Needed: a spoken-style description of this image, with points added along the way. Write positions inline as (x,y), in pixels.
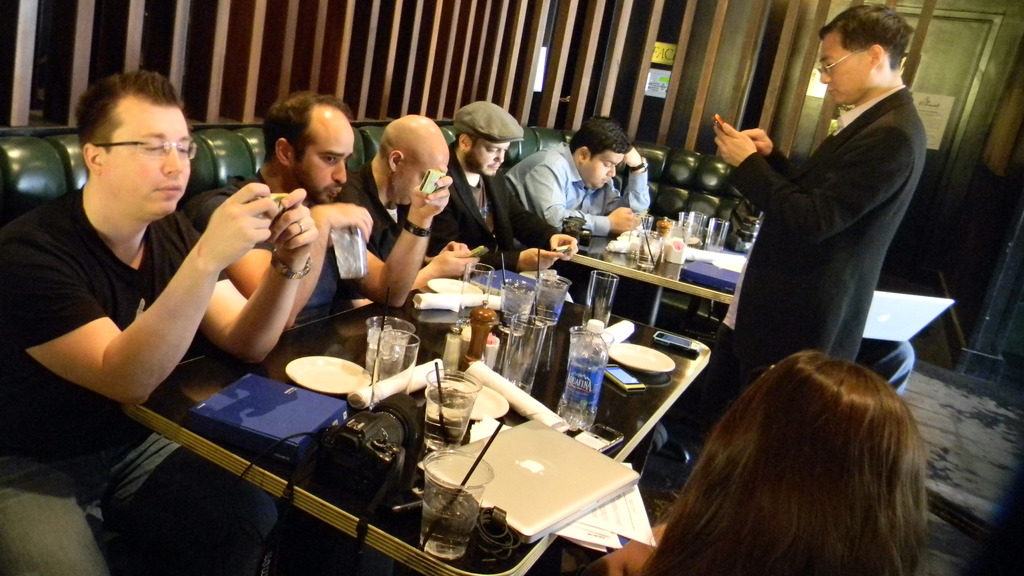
This image is clicked inside a room (61,113). There are sofas (30,150) and tables (255,479). On that table (267,474) there are glasses (435,396), laptops (500,494), papers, phones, tissues (477,373), cameras (413,414).
